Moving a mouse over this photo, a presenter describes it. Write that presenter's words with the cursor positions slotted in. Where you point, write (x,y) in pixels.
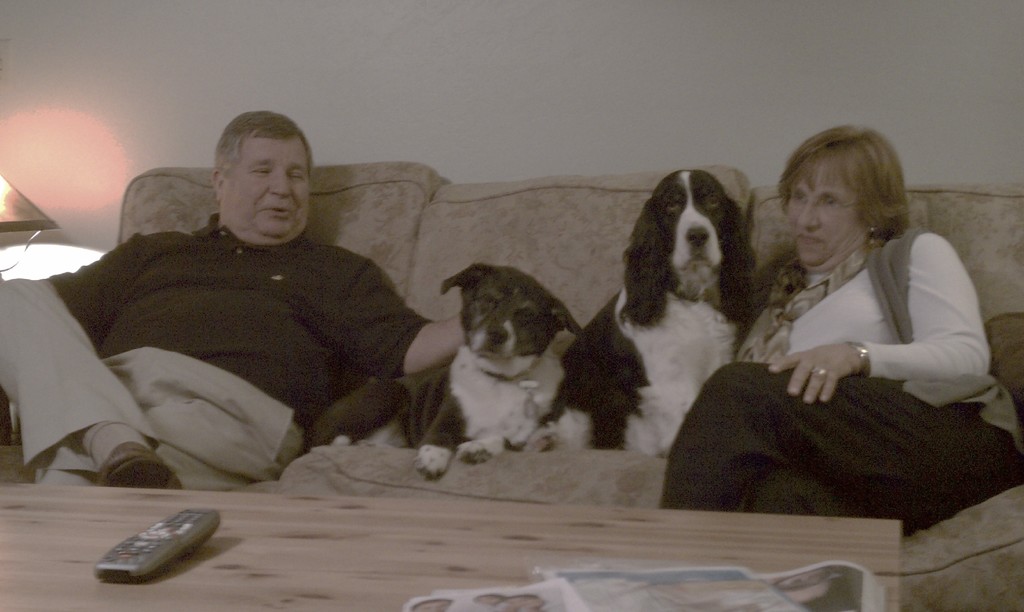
In this image I can see a two persons (819,354) sitting on the couch (972,265). The man (300,313) is wearing a black shirt (297,328) and a pant (251,443). There are two dogs (602,380). In front (617,532) there is a table (629,523) on table (515,531) there is a remote (178,535). At the back side (463,116) the wall (652,94) is in white color.
